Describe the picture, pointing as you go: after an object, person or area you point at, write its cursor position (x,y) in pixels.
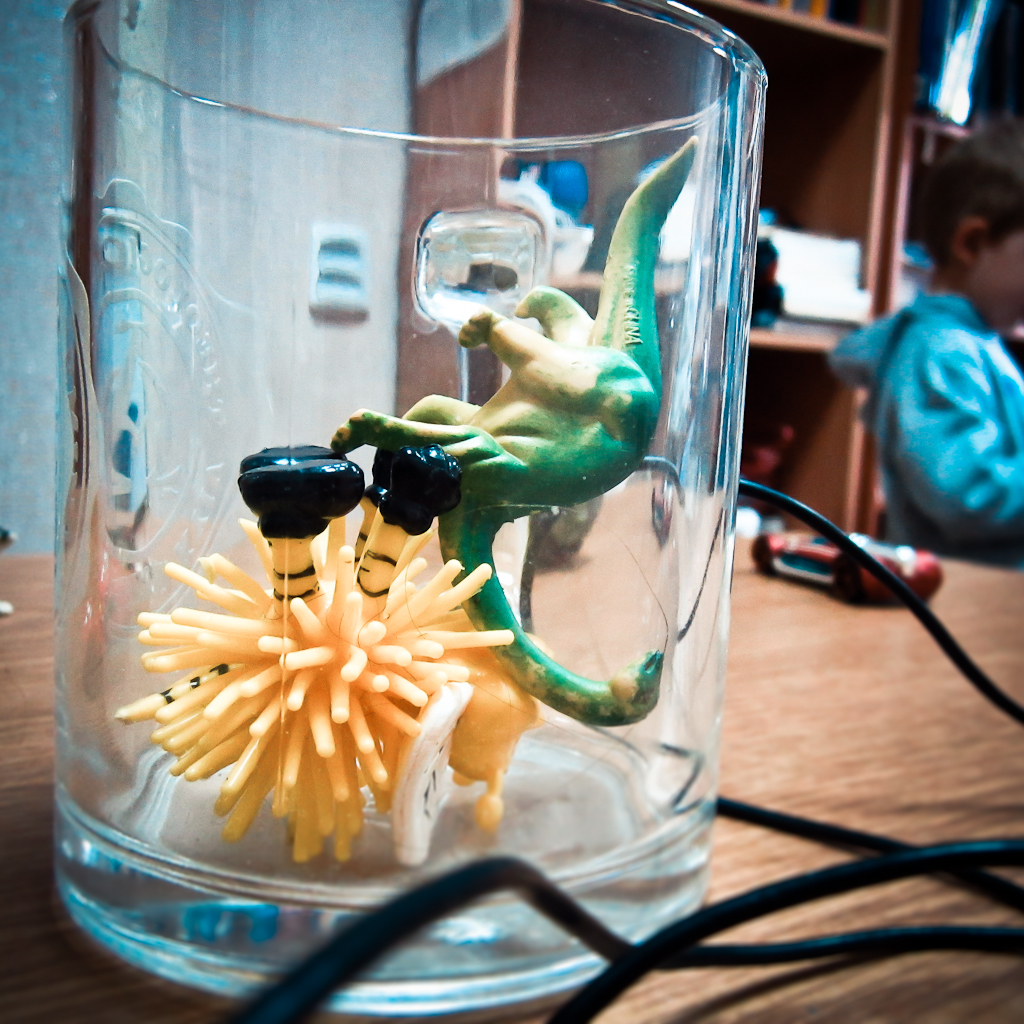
In this picture I can see there is a glass (126,148) on the table (712,885) and there are few objects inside the glass (694,846) and there are few cables (832,528) and a small toy car (896,548) on the table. in the backdrop (900,400) I can see there is a boy (925,318) standing and wearing a blue hoodie (906,445) and there is a shelf (832,148) and there is a wall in the backdrop (300,246).
